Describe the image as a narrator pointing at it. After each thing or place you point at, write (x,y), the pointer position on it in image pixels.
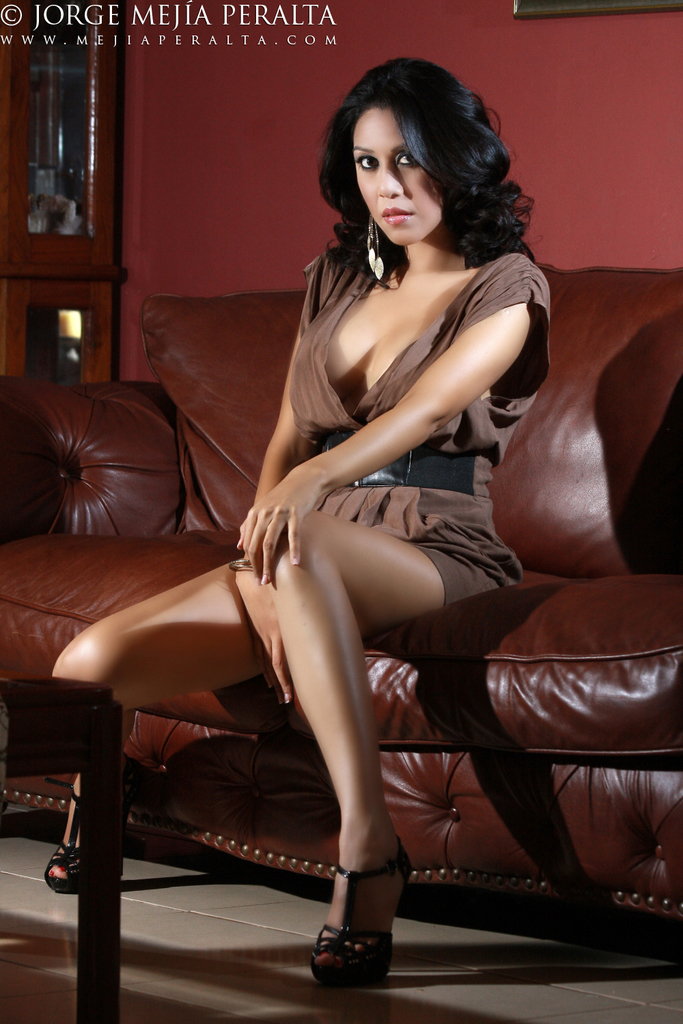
In the picture I can see a woman (464,375) sitting on the sofa (390,757). This is looking like a table (64,681) on the floor (19,907) and it is on the bottom left side (67,692). I can see a wooden glass cabinet (11,337) on the top left side (15,325).
